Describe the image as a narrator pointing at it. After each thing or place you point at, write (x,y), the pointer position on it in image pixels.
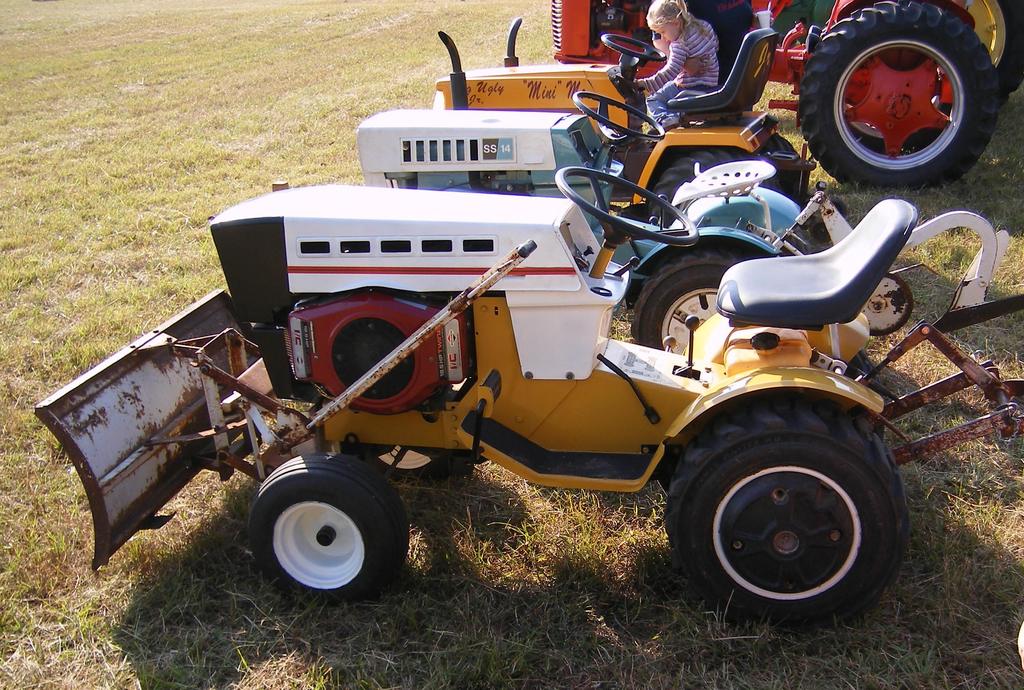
In this image there are some tractors (527,160) as we can see in middle of this image (426,438). There is one kid (678,77) sitting on a tractor (581,88) on the top of this image (654,75). There is a grassy land (69,242) in the background (208,176).
